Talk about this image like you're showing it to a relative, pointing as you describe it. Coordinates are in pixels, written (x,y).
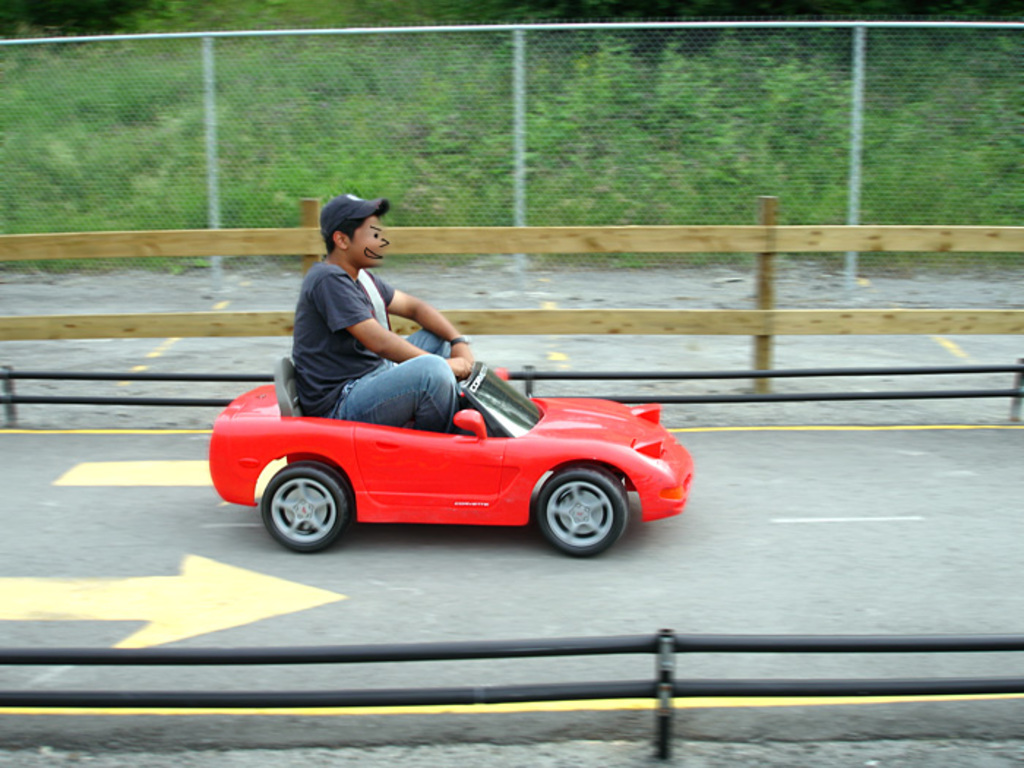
There is one man (392,386) driving a small car (428,449) on a road (239,515) as we can see in the middle of this image (414,330), and there is a fencing (485,145) and some trees (702,125) are present at the top of this image (353,98).
